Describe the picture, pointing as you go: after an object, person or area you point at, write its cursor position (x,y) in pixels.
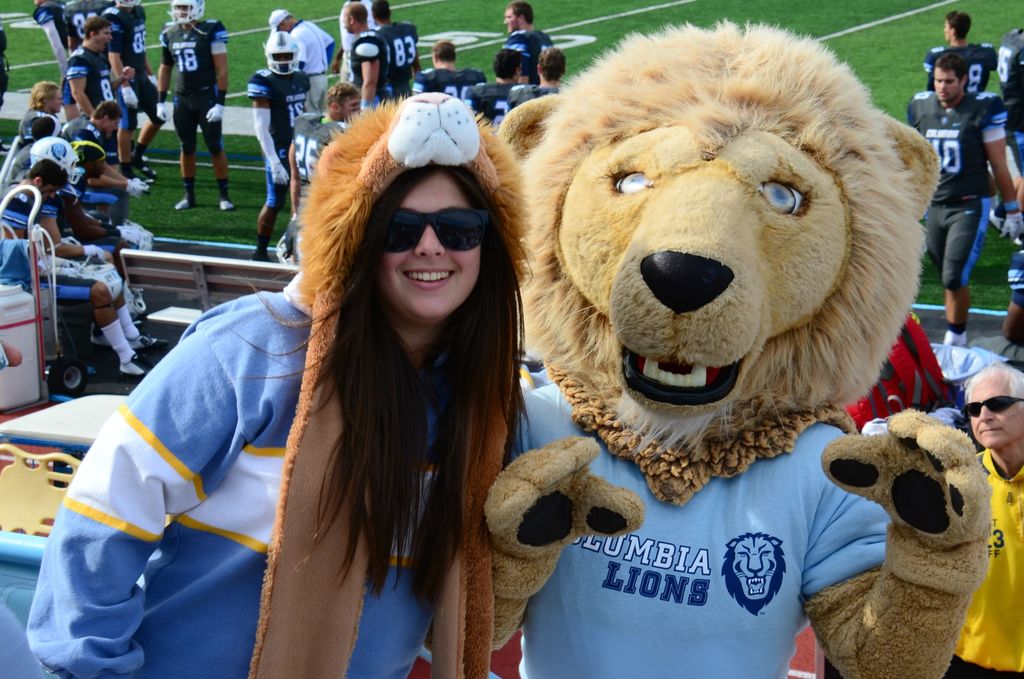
In this picture there is a woman (402,377) who is a standing near to the person (750,466) who is wearing lion's face (821,331). in the back (187,19) I can see the players (958,186) who are standing on the ground (489,60). On the left (72,222) I can see some people (16,229) who are sitting on the bench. Beside them I can see the chairs (30,477).
